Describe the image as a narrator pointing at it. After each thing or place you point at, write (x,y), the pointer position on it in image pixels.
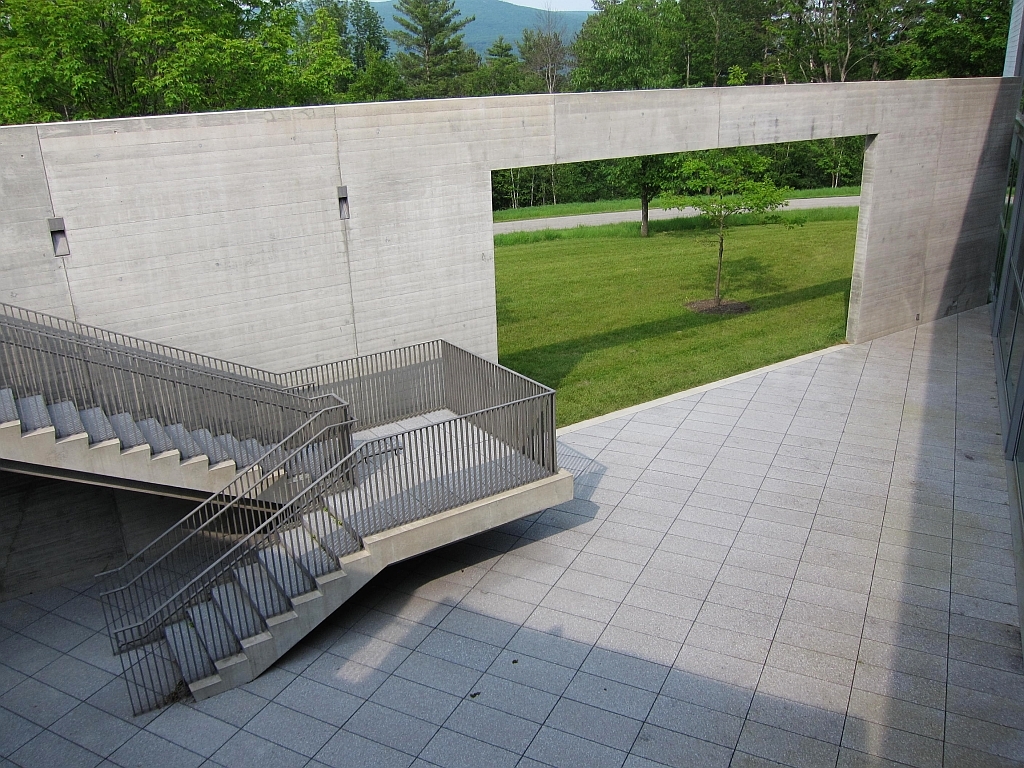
In this picture we can see staircases (258,447), wall (448,301), grass (660,253) and trees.
